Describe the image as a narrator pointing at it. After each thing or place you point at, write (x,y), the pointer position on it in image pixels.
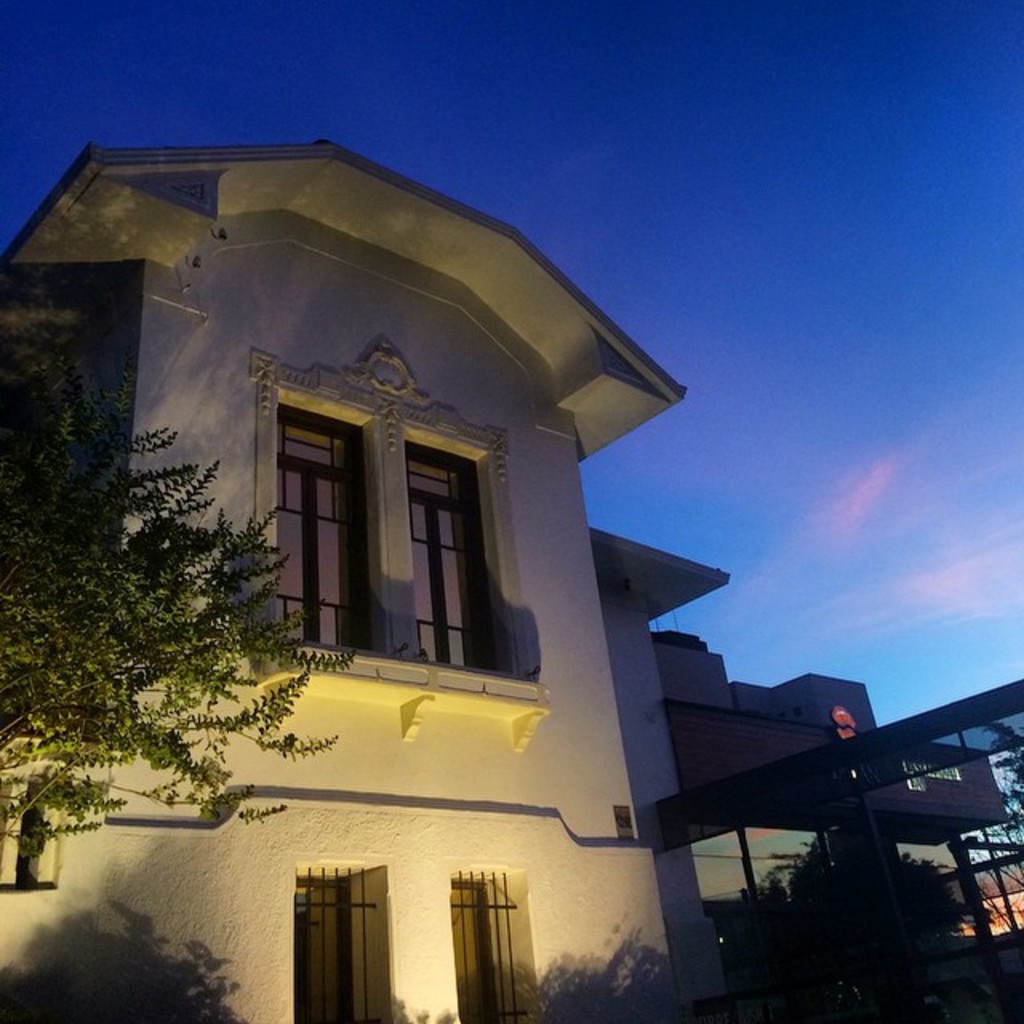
In the picture I can see few buildings (624,730) which has trees (19,452) on either sides of it and the sky (679,152) is in blue color.
